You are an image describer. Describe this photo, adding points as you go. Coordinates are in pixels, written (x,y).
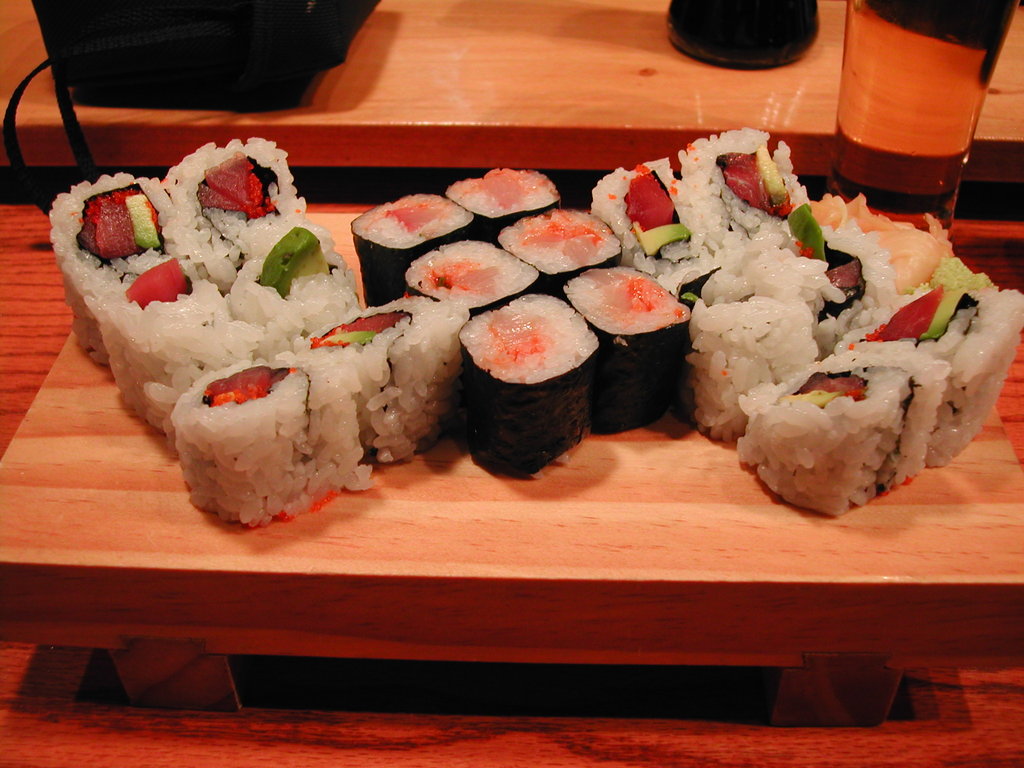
In this image, we can see a table (522,759). In the middle of the table (721,682), we can see another table (187,526), on that table (192,545), we can see some food items (609,421). In the background (339,161), we can also see another table (510,156), on that table (813,88), we can see some objects (274,5) which are placed.
